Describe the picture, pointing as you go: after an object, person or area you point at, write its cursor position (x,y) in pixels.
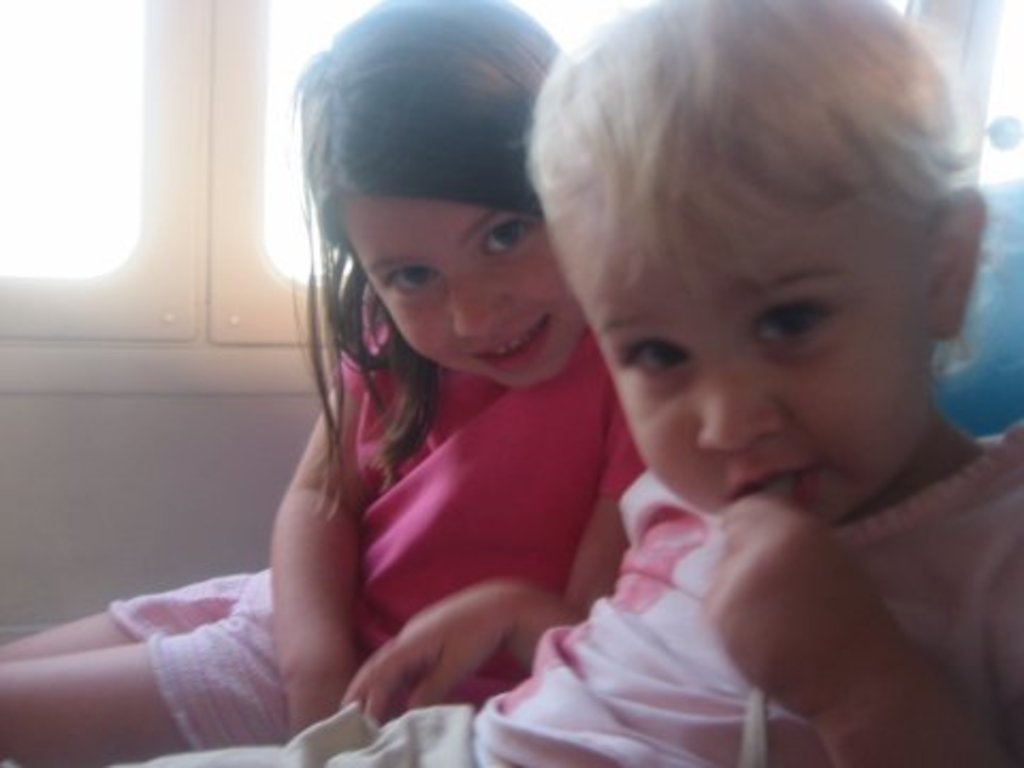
In this image we can see two children (539,474) sitting. On the backside (149,298) we can see the windows (91,258).
